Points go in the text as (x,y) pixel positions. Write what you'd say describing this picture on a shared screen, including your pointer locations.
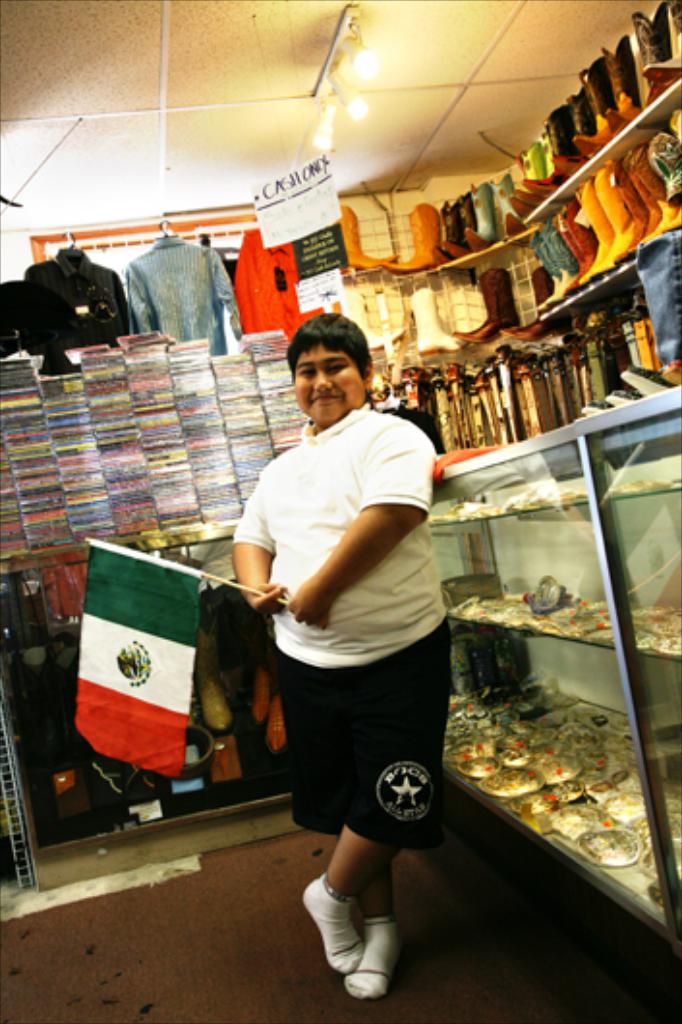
In the image we can see there is a kid (301,728) standing and he is holding a flag (189,665) in his hand (311,600). Behind there are clothes (238,340) and there are shoes (499,278), boots (635,189) which are kept on the rack (515,240). There are other decorative items (567,728) kept in glass table (562,687).
